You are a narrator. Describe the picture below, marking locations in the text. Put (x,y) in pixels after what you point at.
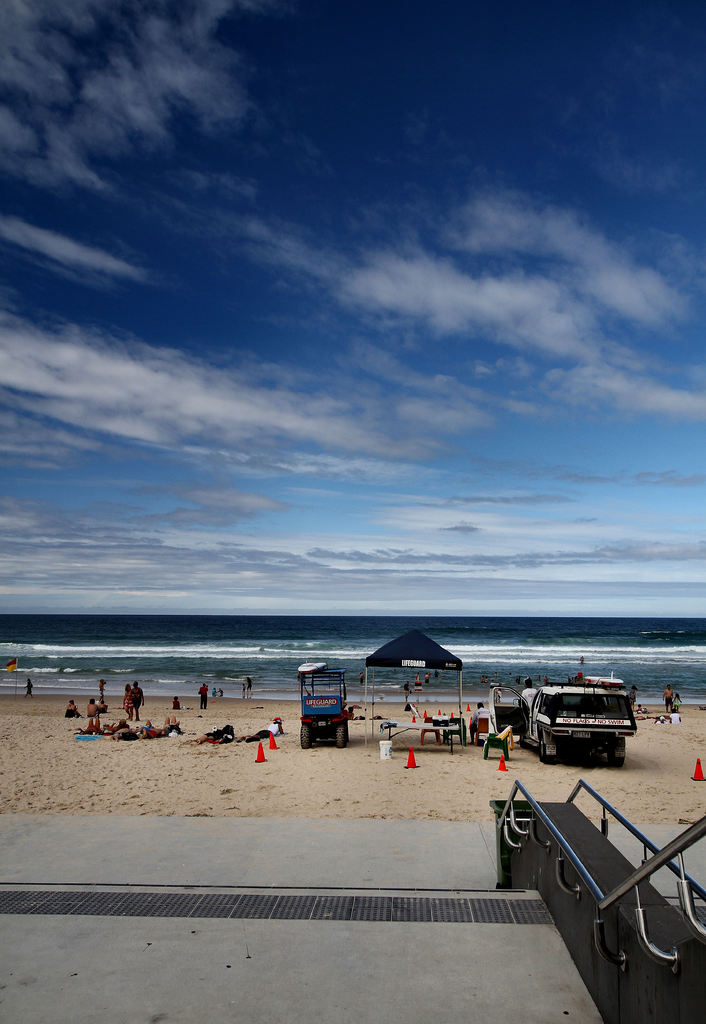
Here in this picture we can see number of people (170,728) sitting, standing, lying and walking on the beach (356,733) over there and we can also see water (243,634) present in the front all over there and we can see a tent (437,660) and a vehicle (592,747) present in the beach (335,757) over there and we can see clouds (388,521) in the sky (322,184) over there.
